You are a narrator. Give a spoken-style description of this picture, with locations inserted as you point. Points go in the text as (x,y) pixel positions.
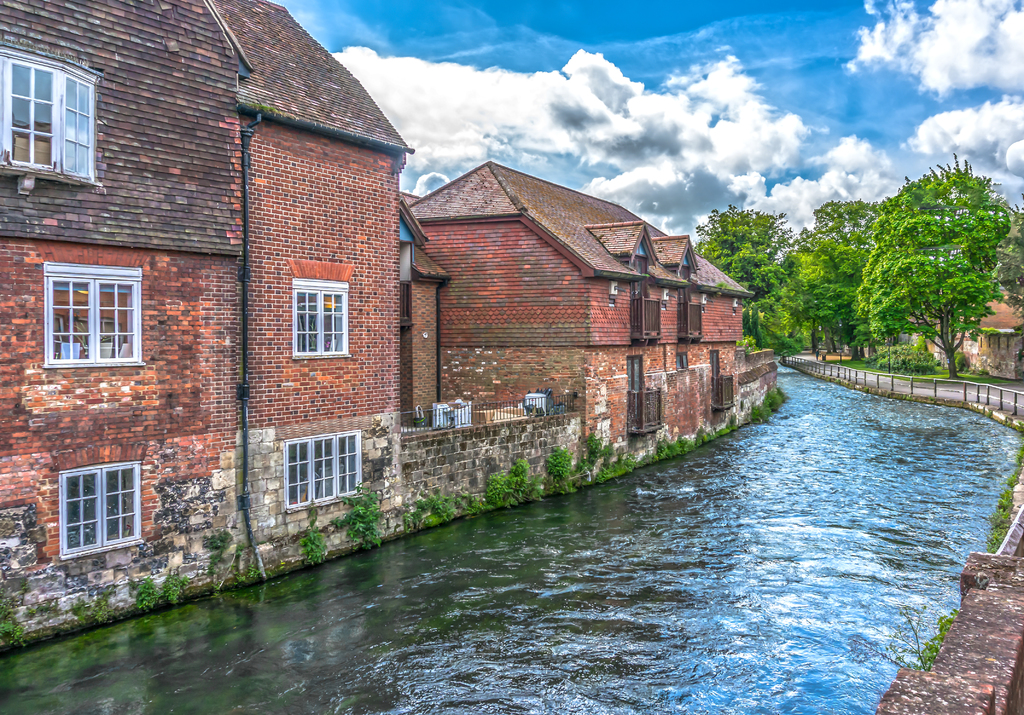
In this image we can see the water (669,579) flowing, brick buildings (594,364), trees (890,239), fence (949,381) and the blue color of sky (849,78) with clouds (491,82) in the background (688,132).
